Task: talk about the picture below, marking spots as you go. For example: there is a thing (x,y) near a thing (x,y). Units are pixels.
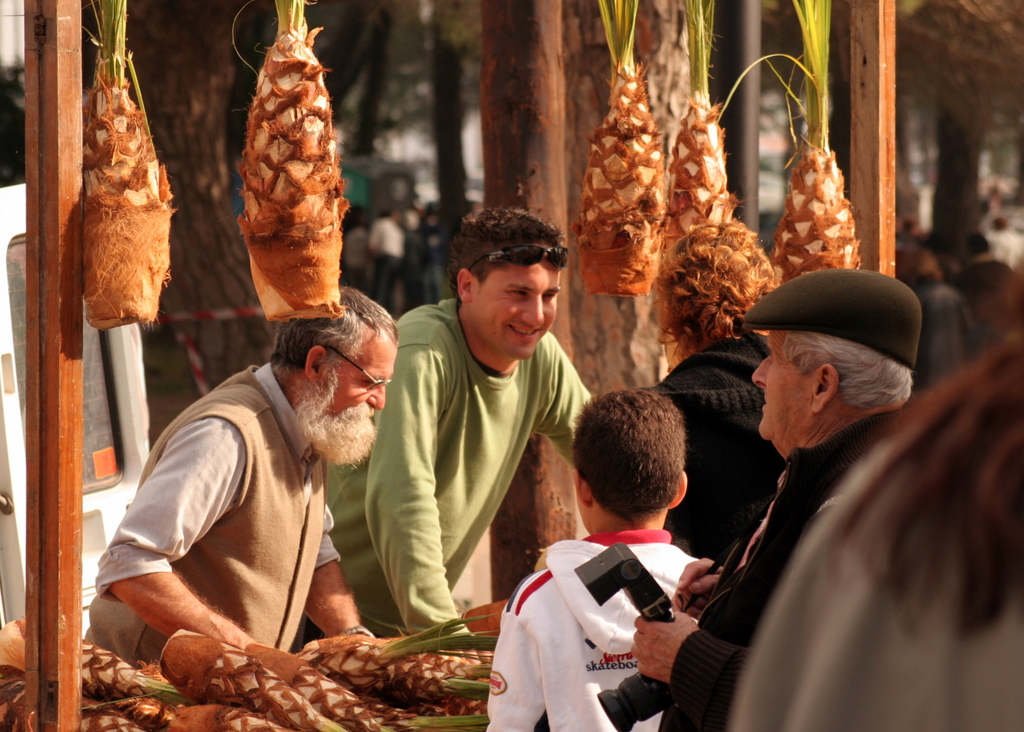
In this picture there is a man (511,391) who is wearing green t-shirt (495,410). Beside him there is an old man (270,461) who is wearing spectacle (360,370), jacket (277,474) and shirt (171,507). Both of them are standing near to the table (398,720). On the table (472,655) we can see some fruits (360,699). On the right (899,291) there is an old man (869,298) who is wearing a black cap (881,292) and jacket (790,555). He is holding camera (650,619). Besides him there is a boy (666,486) who is wearing white jacket (668,554). Beside him there is a woman (719,380) who is looking to the table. In the background (231,192) we can see the building (383,199) and many trees (555,160).
